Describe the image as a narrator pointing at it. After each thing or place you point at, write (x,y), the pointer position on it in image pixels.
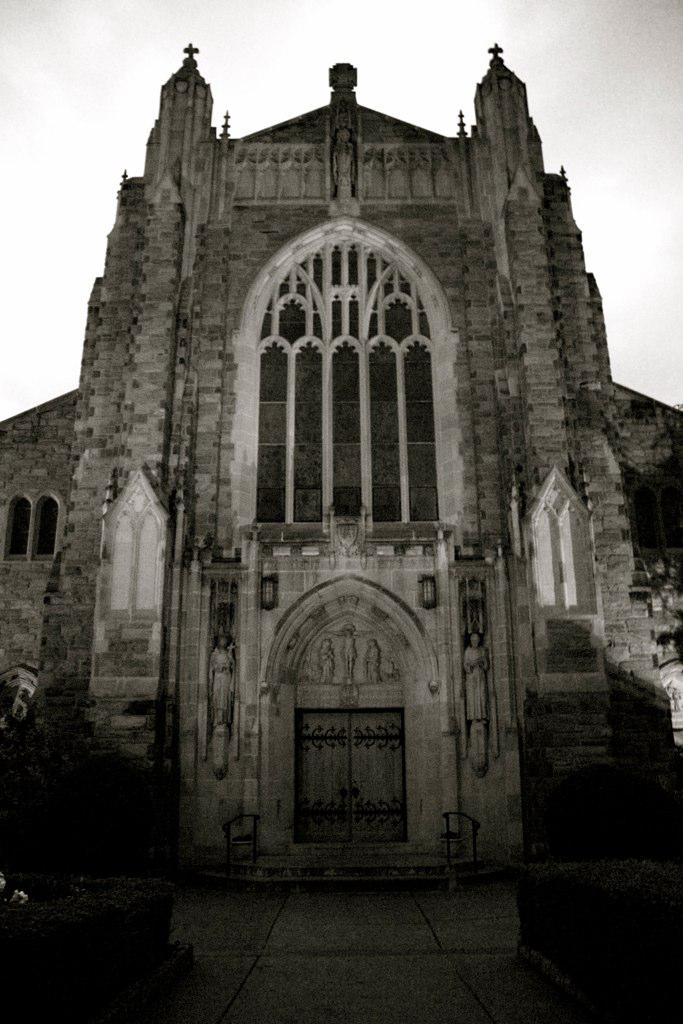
In this image there is a building (196,610) in the foreground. There is a sky (656,111) at the top (610,40). And there is a floor (172,1013) at the bottom (430,937).
